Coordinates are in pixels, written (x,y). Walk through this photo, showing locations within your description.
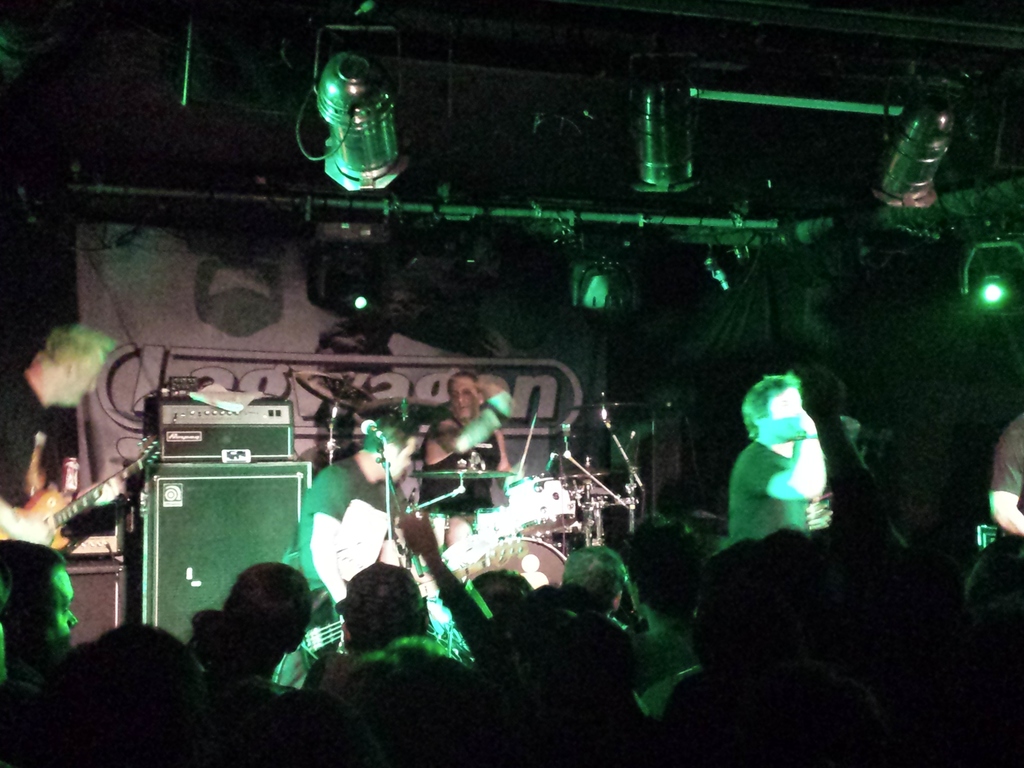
This picture shows a couple of them playing musical instruments (511,516) and we see few of them standing and we see a man (20,492) playing guitar (139,454) and other one (805,466) singing with the help of a microphone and we see a man (500,444) seated and playing drums (515,485) and we see audience (632,706) in front of them.
